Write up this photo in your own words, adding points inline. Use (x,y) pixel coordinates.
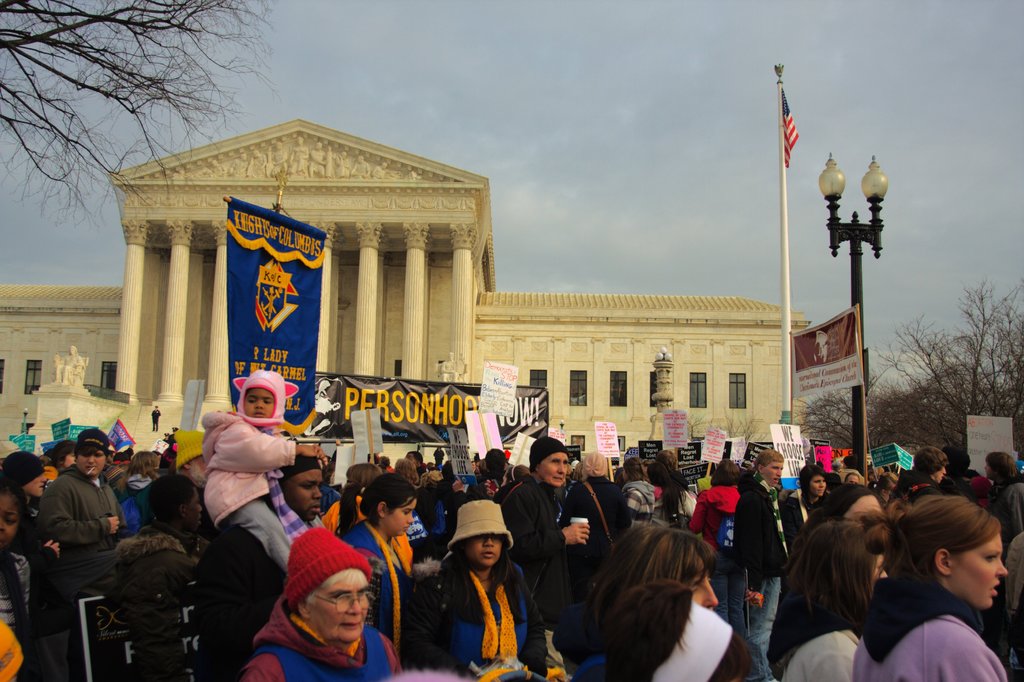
In the foreground (466,472) I can see a crowd (623,612) on the road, boards (818,462) and posters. In the background (843,436) I can see a building (692,381), light poles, flag poles (781,336), trees (888,389), pillars (415,364), windows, statue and the sky (648,235). This image is taken may be during a day.
